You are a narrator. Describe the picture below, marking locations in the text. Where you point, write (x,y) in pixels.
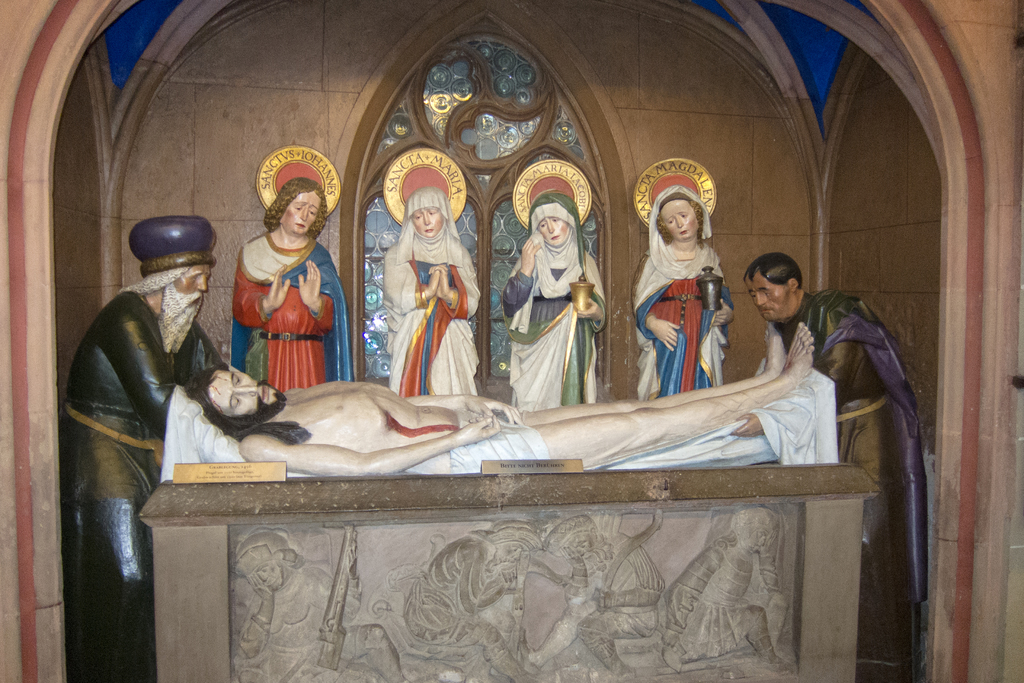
In this image we can see four men (491,426) and three women statues (468,314). At the bottom of the image (474,592), we can see sculptures (480,606). In the background of the image (817,150), we can see a wall (161,115).
